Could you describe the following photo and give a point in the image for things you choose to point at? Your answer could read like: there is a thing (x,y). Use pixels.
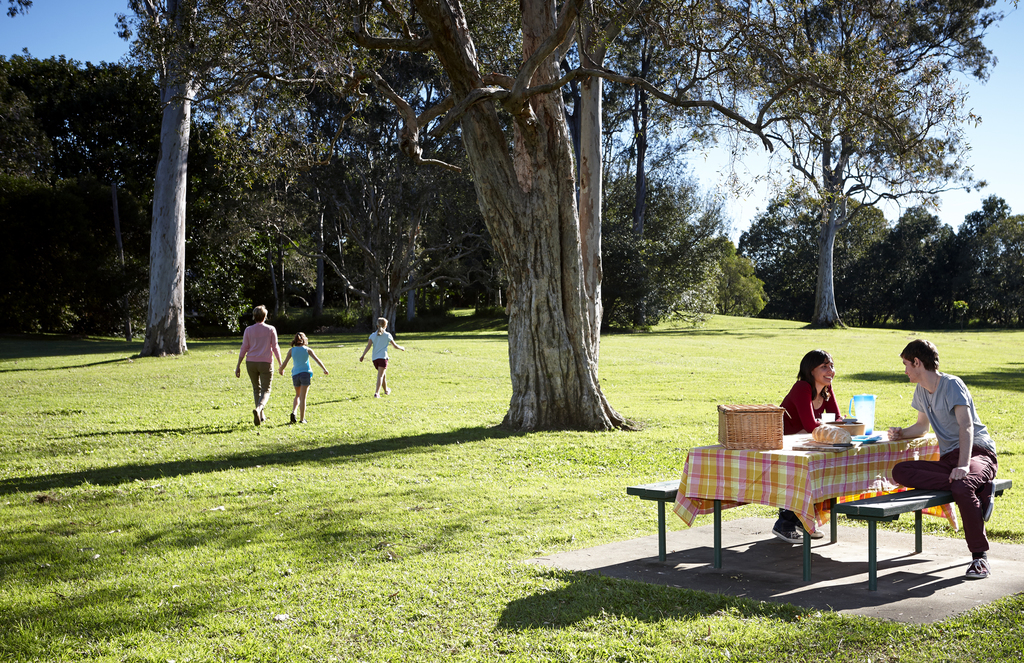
This picture is of outside. On the right (967,422) we can see a man (948,389) and a woman (810,377) sitting on the benches (877,508) and there is a table (815,456) on the top of which some food items (816,437), jug (860,416) and a bucket (778,433) is placed. In the center (561,333) we can see a tree (561,188) and there are group of persons (302,355) seems to be walking. In the background (105,22) we can see the sky (62,32) and trees (766,219).
